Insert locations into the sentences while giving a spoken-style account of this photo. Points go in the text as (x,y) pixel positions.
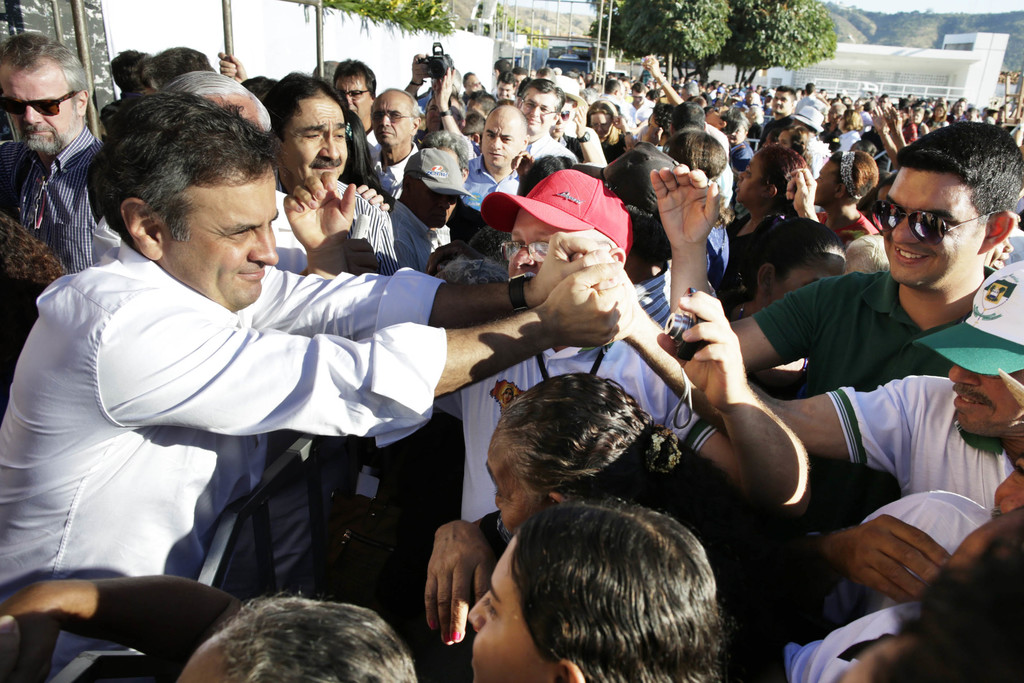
In this image we can see people (717,261) standing on the road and some of them are holding cameras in their hands (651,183). In the background (320,60) there are poles (601,33), trees (634,34), walls (482,42), hills (869,29) and sky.
